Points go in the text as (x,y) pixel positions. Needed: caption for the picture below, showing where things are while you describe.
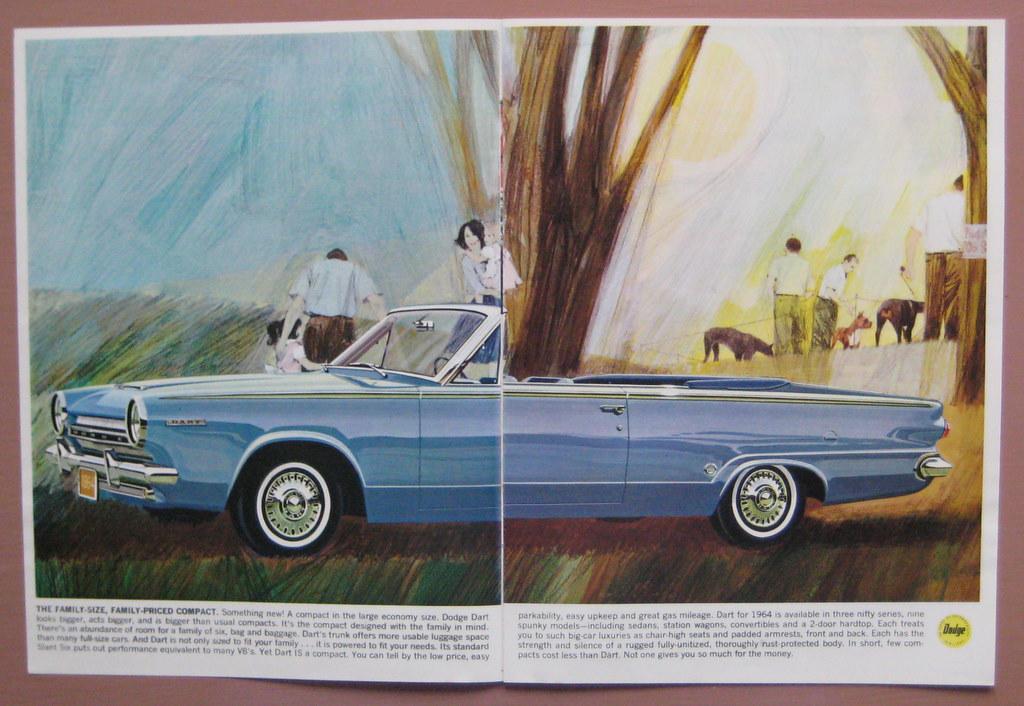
This is a page (199,401), in this page (127,546) we can see persons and some text (349,637).
